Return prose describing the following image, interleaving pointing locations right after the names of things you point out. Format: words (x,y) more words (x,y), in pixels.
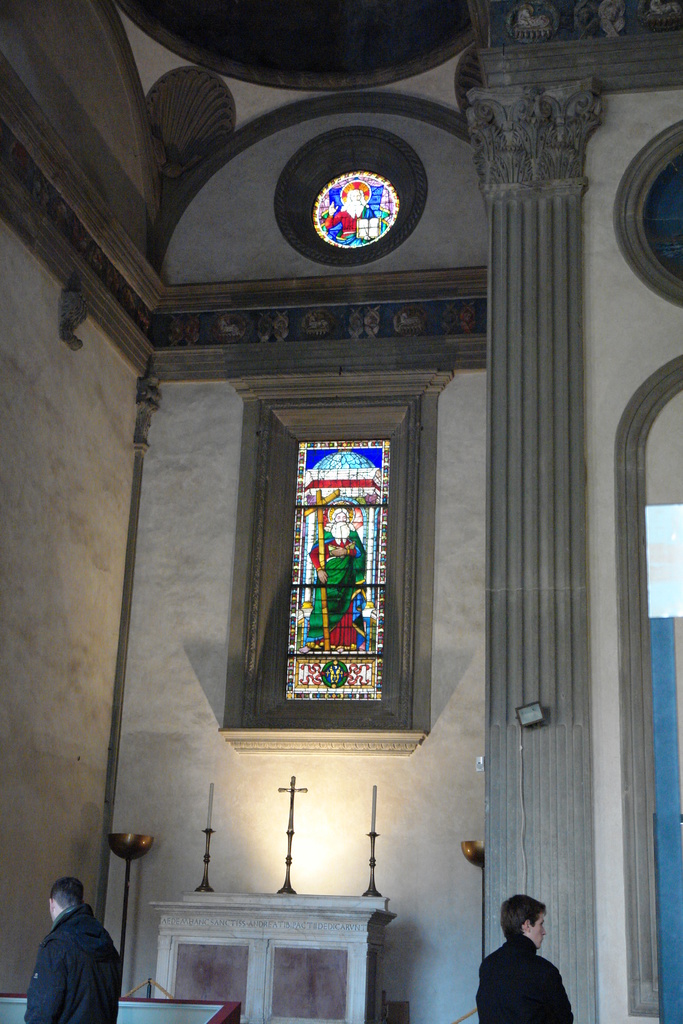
At the bottom of the image (65,1023) we can see persons (36,964) and candles (205,878). In the background (332,239) we can see stained glass (339,617) and arch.
